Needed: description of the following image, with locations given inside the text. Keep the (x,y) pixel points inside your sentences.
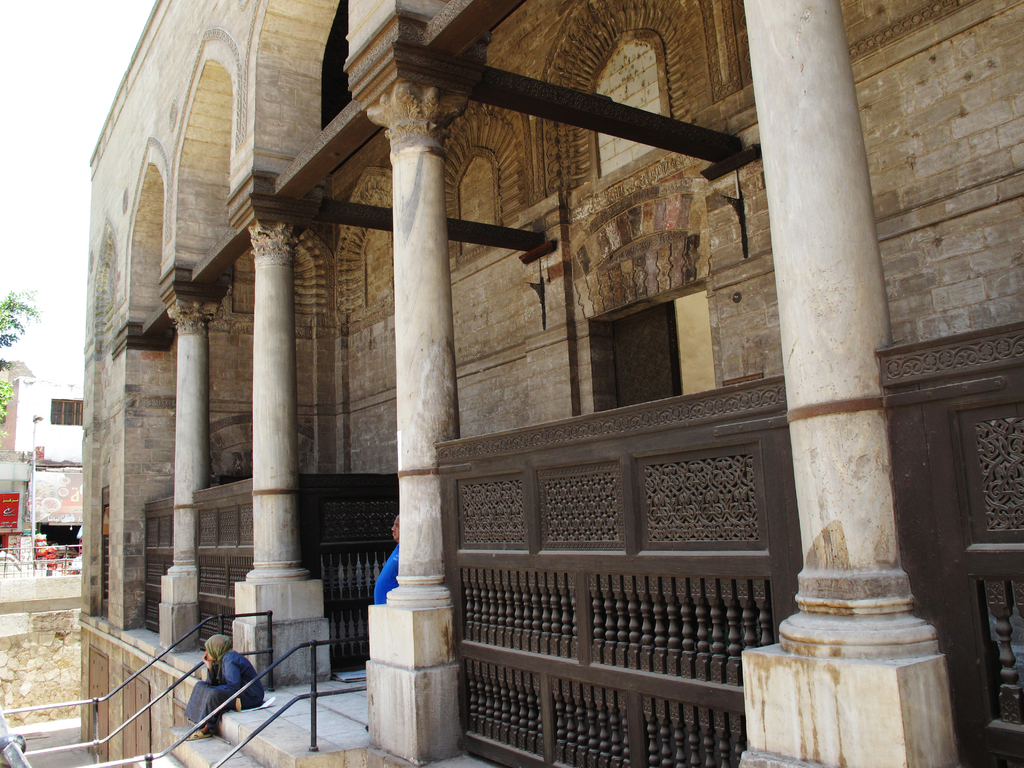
In this picture I can see buildings (287,432) and a human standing and another woman (218,702) seated on the stairs (215,744) and I can see a tree (1,326) and a cloudy sky (40,138).
